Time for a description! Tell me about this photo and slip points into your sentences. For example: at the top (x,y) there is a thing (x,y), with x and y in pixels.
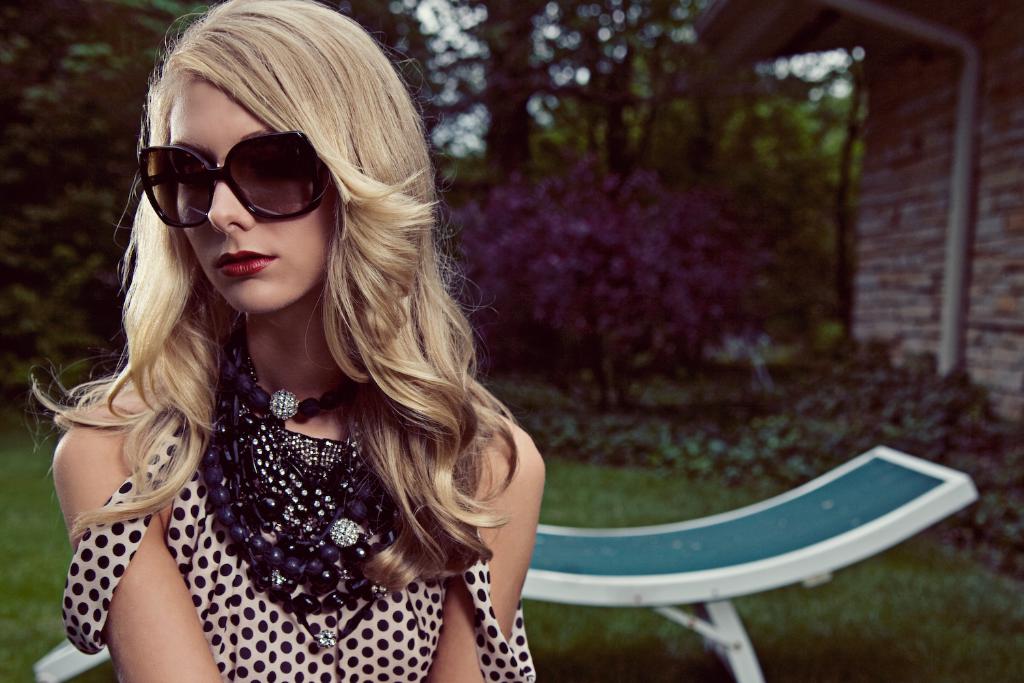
In this image we can see a woman (134,381) wearing glasses (315,185). We can also see some grass (630,486), plants (699,469), trees (465,169), a bench (781,516) and a house (936,183).
